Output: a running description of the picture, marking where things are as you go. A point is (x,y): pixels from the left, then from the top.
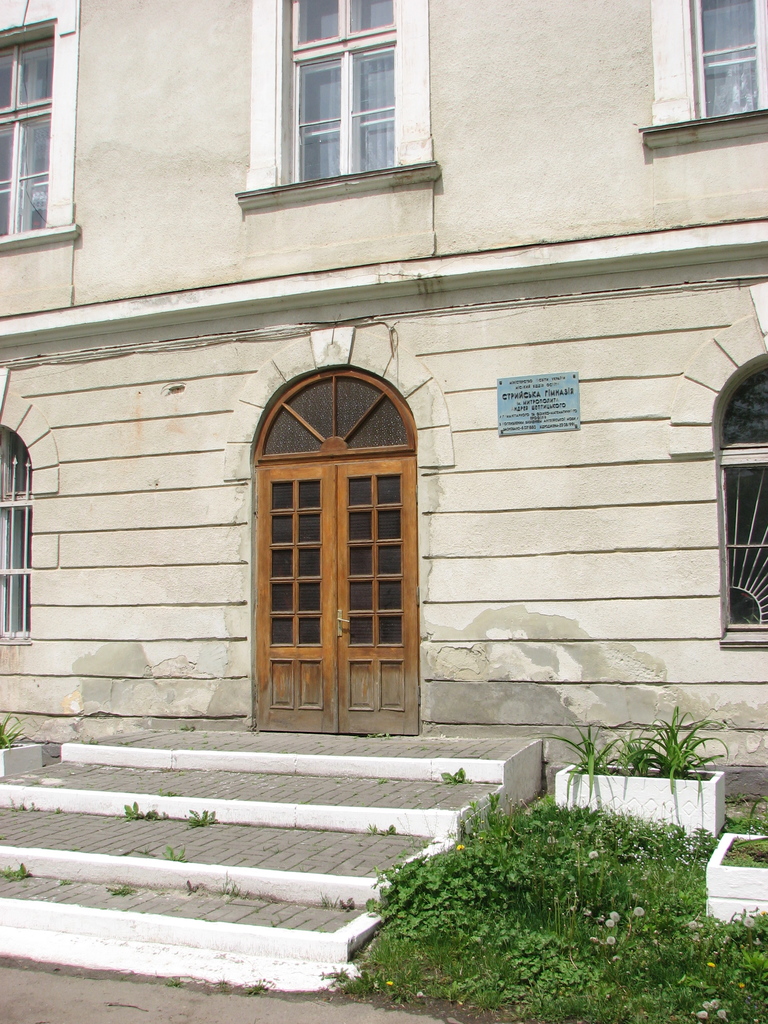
This image consists of grass (499,941), house plants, steps (246,816), door (357,557), windows (746,627) and a building (618,485). This picture might be taken in a day.
